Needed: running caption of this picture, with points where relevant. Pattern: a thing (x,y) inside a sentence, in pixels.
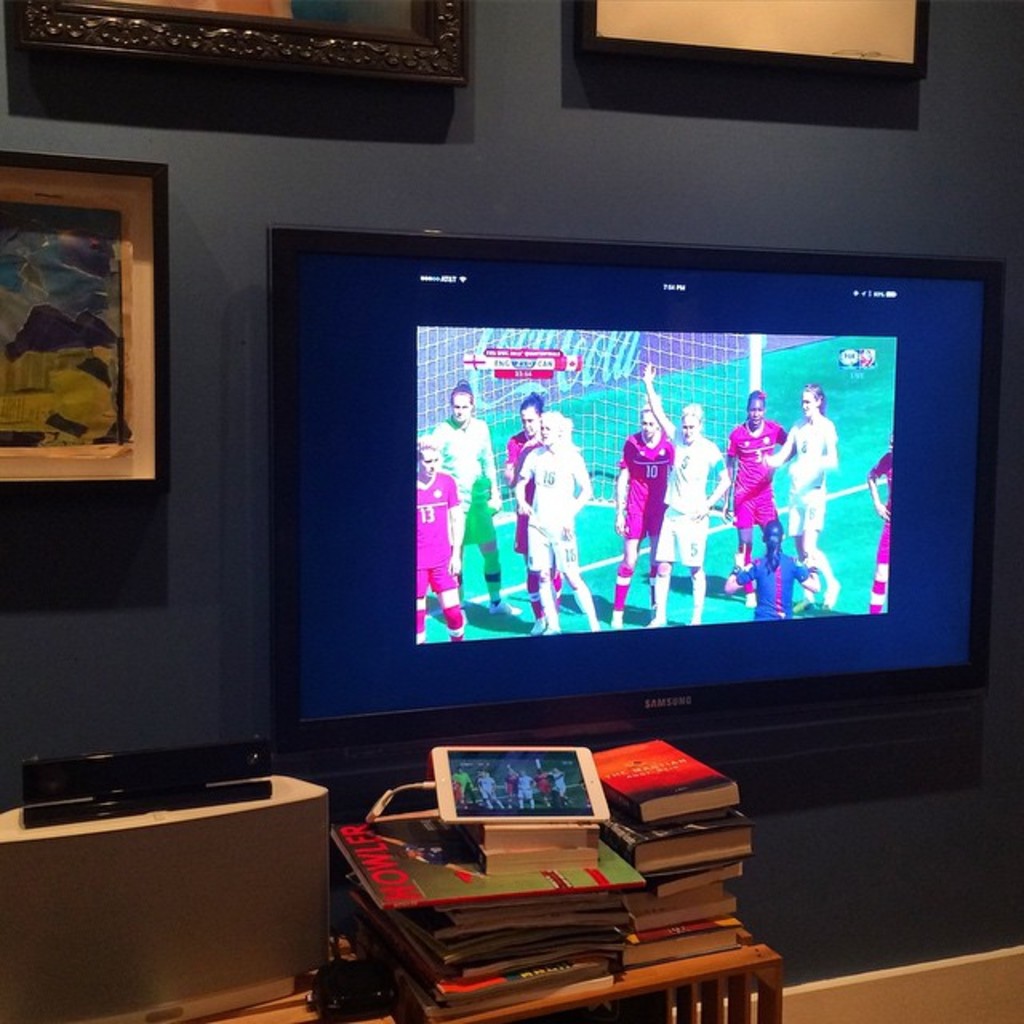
In this image In the middle (598,594) there is a TV (600,591) inside that there are many people (742,523) standing in screen (748,584). In this image there are books (638,851), table (654,988), mobile (488,809), wall (183,610) and photo frame (79,256).
